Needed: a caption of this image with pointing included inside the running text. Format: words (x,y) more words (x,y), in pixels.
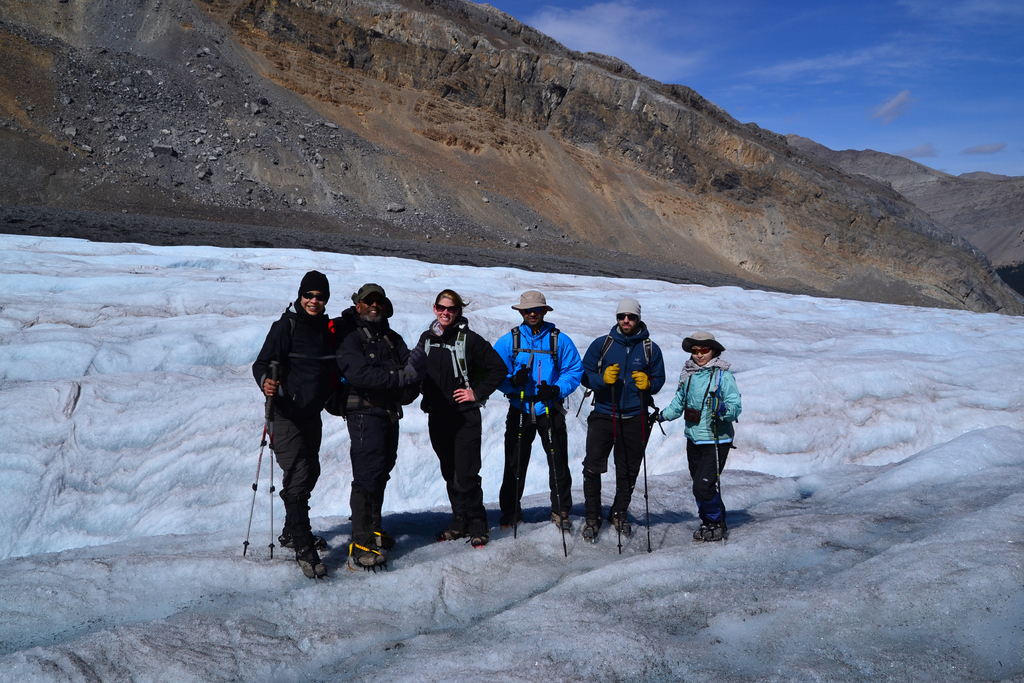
In this image few persons (364,409) are standing on the snow (225,403). They are wearing jackets (376,393) and goggles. Person (298,500) at the left side of image (296,326) is holding sticks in his hand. He is wearing a cap (306,278). Beside there is a person (364,383) carrying a bag (351,398) and wearing a cap (374,289). Right side of image (693,429) there is a person (704,448) holding sticks (718,452) in his hand (717,414). He is wearing a cap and carrying a camera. Top of image (239,182) there is a hill (708,114). Right top of image (872,93) there is sky (872,93).
